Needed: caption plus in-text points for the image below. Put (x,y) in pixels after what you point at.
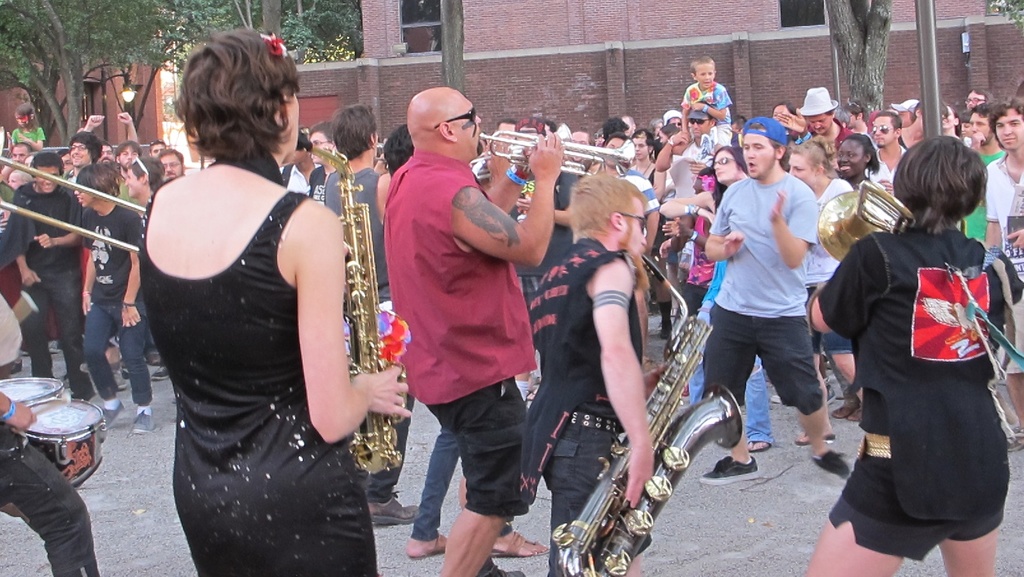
There are many people (259,239) playing musical instruments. In the background (69,211) there is a crowd (774,174). Also there is a building (555,56) with brick wall (612,36) and windows (813,17). And there are trees (184,36). Also there is a street light pole (129,75) in the background (128,88).
